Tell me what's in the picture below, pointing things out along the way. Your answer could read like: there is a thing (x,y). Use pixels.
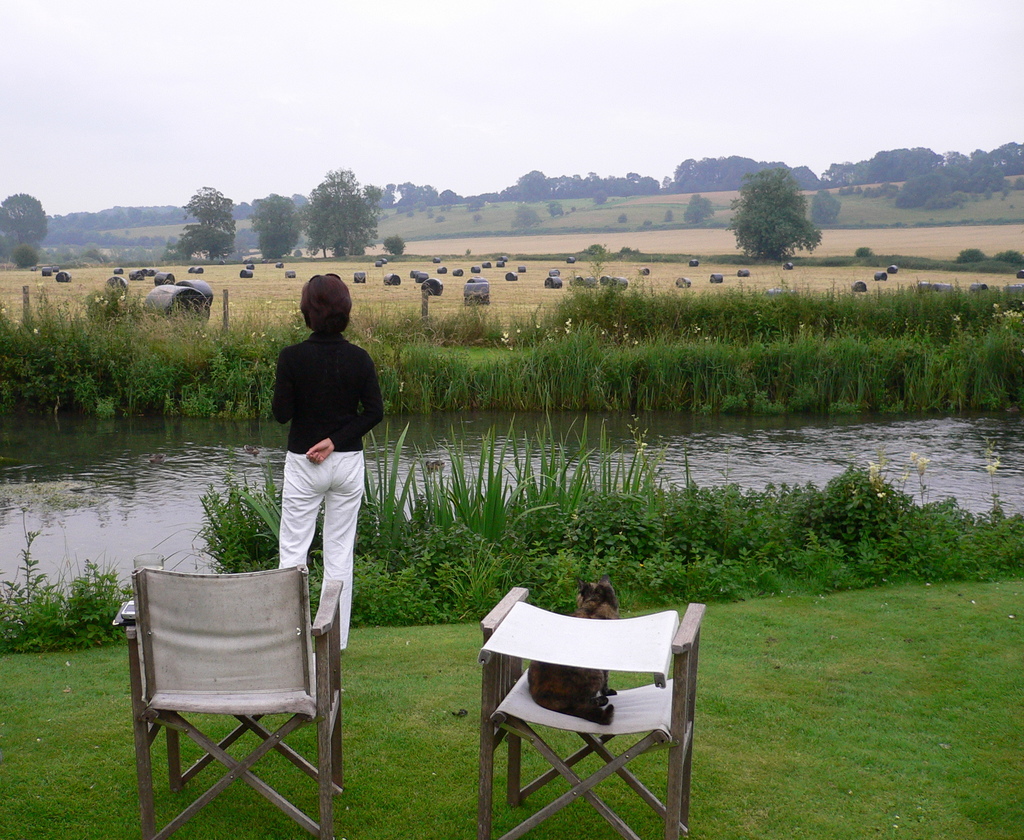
In this image I can see grass ground (797,658) in the front (217,796) and on it I can see two chairs (270,629) and one person (360,442) is standing. On the right chair (538,628) I can see one animal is sitting. In the background (428,612) I can see bushes (991,366), water (126,495), number of trees (31,253) and number of black colour things (440,260) on the ground (529,305).
